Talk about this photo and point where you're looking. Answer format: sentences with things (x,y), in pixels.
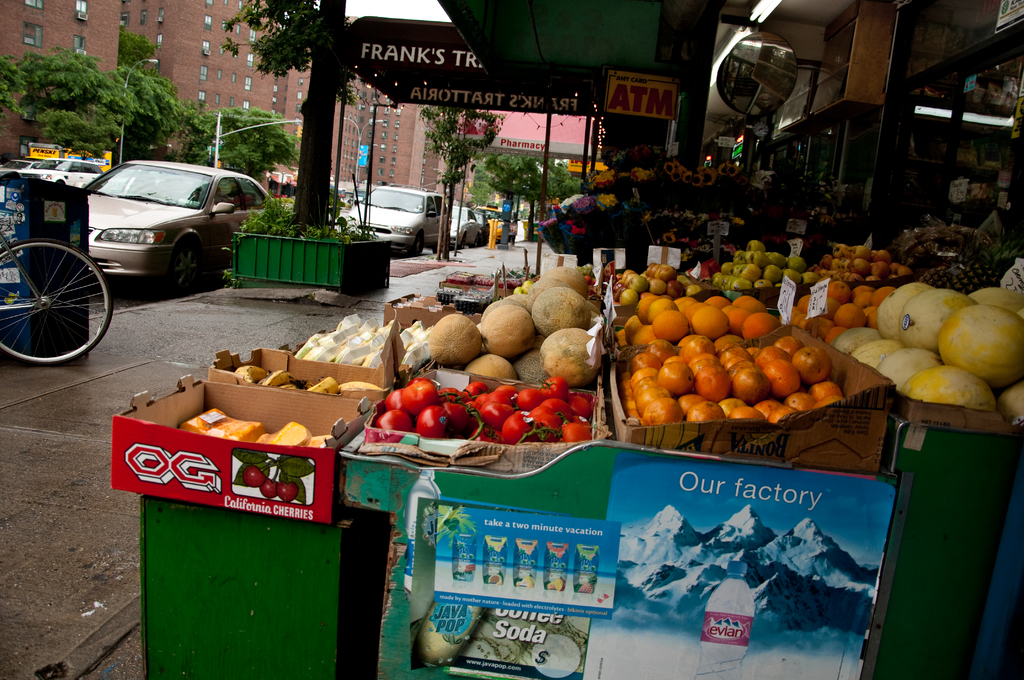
In the foreground of the picture (411,479) there are baskets (131,445), fruits (823,256), boxes (170,465), boards (551,482), footpath (101,426), bicycle (7,248), dustbin (57,270) and other objects (260,264). On the left (276,175) there are cars (371,206), trees (328,168) and buildings (263,99). In the center of the picture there are boards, bouquets (638,179), traffic mirror (745,58) and poles (588,145). On the right (916,109) there are lights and buildings (844,125).
